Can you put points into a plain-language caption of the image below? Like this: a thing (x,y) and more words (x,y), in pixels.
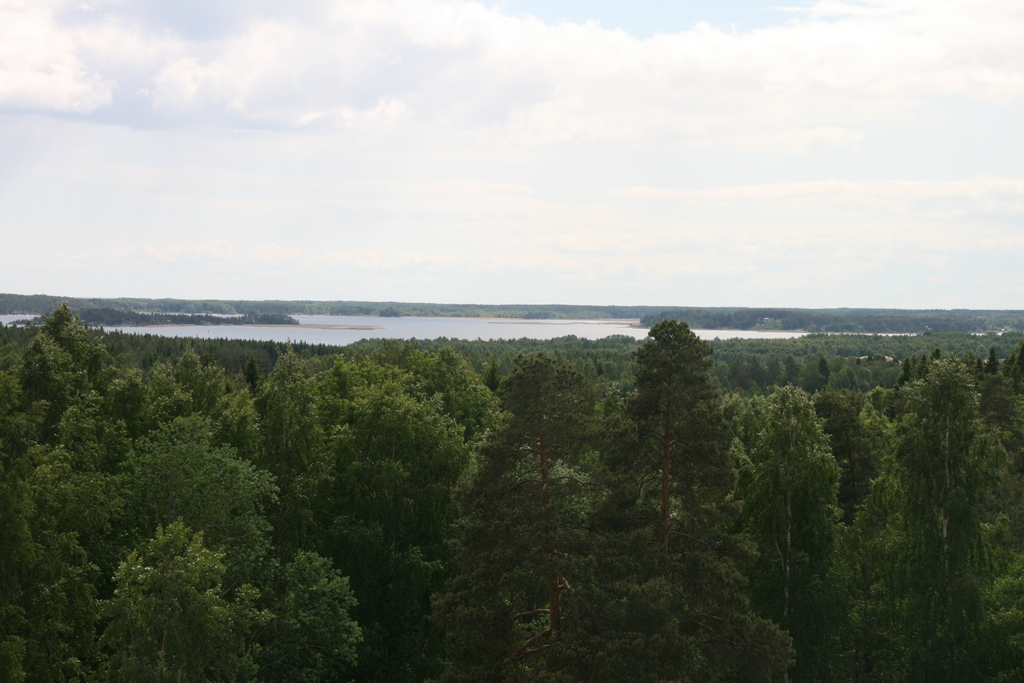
Here in this picture, in the front (616,481) we can see plants (374,495) and trees (524,477) present on the ground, which are covered all over the place and we can see water (317,331) present over a place and we can see clouds (312,276) in the sky (181,104).
